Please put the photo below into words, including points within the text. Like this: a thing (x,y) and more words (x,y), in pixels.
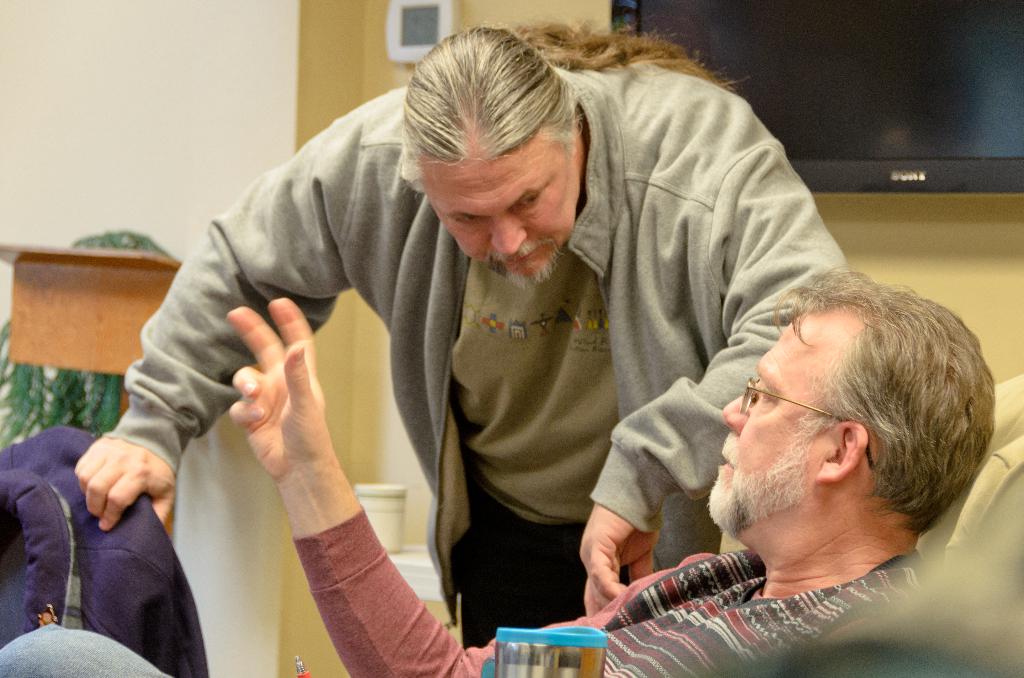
In the center of the image (511,245) we can see one person (568,338) is standing and one person (618,599) is sitting. In the bottom of the image, there is a object (579,648). In the background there is a wall (407,464), stand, plastic round box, monitor (896,8), chair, jacket (110,545), plant (103,381) and few other objects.
